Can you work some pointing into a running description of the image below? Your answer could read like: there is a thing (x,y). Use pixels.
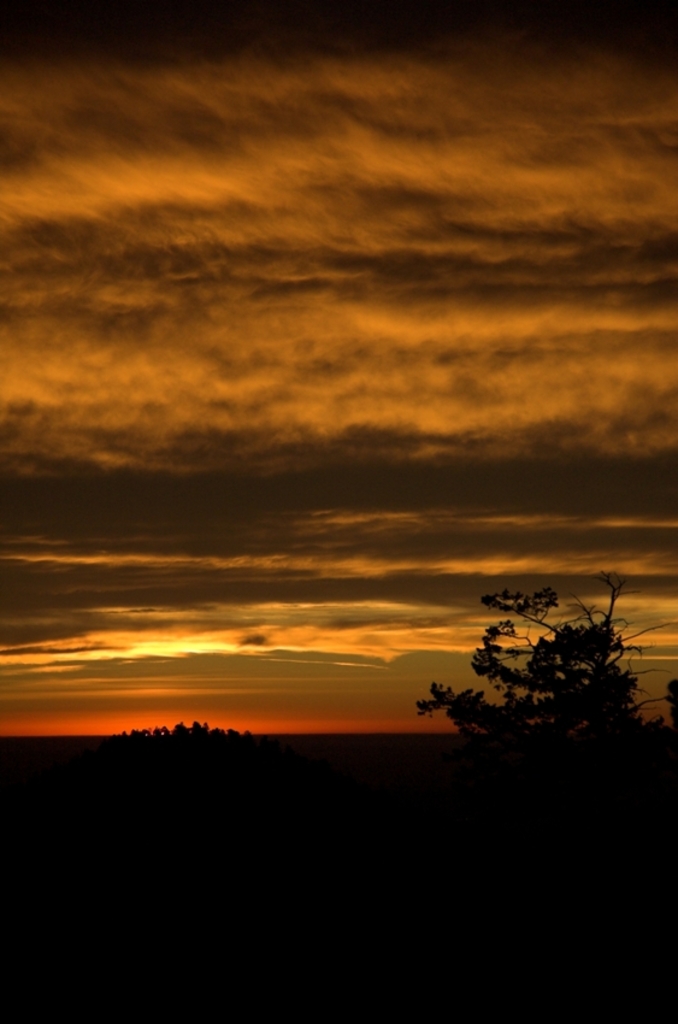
In this image we can see trees (556,664). In the back (340,427) there is sky (340,427) with clouds (329,386). And the image is looking dark.
